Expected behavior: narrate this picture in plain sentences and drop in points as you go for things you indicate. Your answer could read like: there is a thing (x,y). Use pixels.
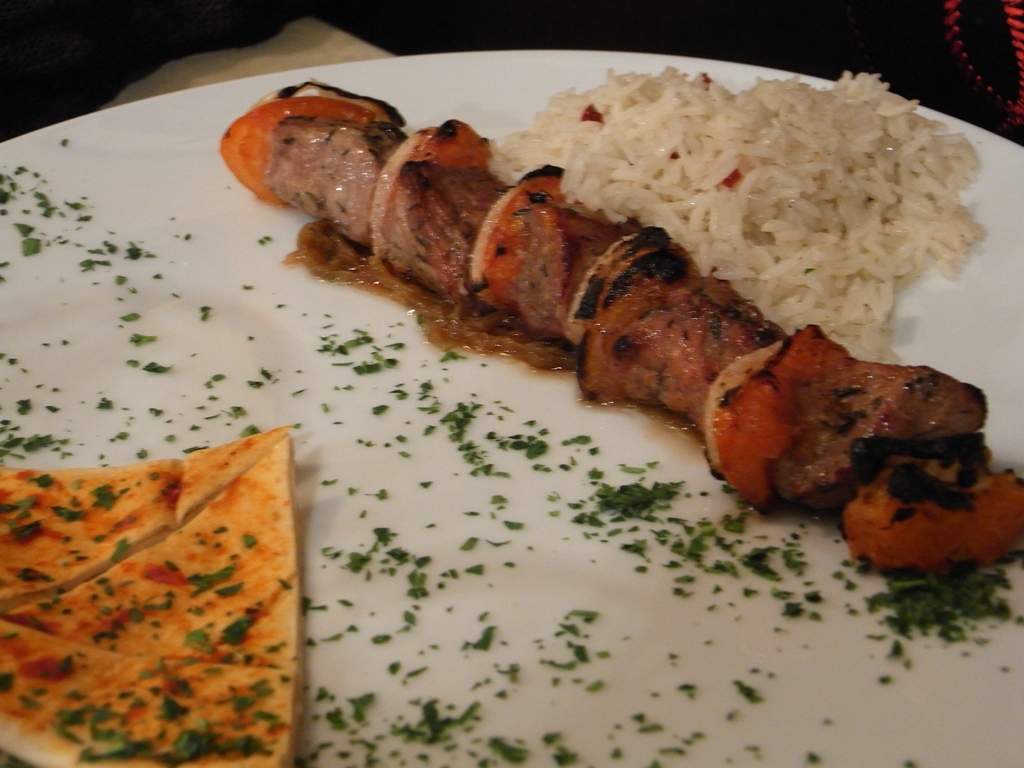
There are food items (605,262) and rice (714,219) on a white plate (474,563).
